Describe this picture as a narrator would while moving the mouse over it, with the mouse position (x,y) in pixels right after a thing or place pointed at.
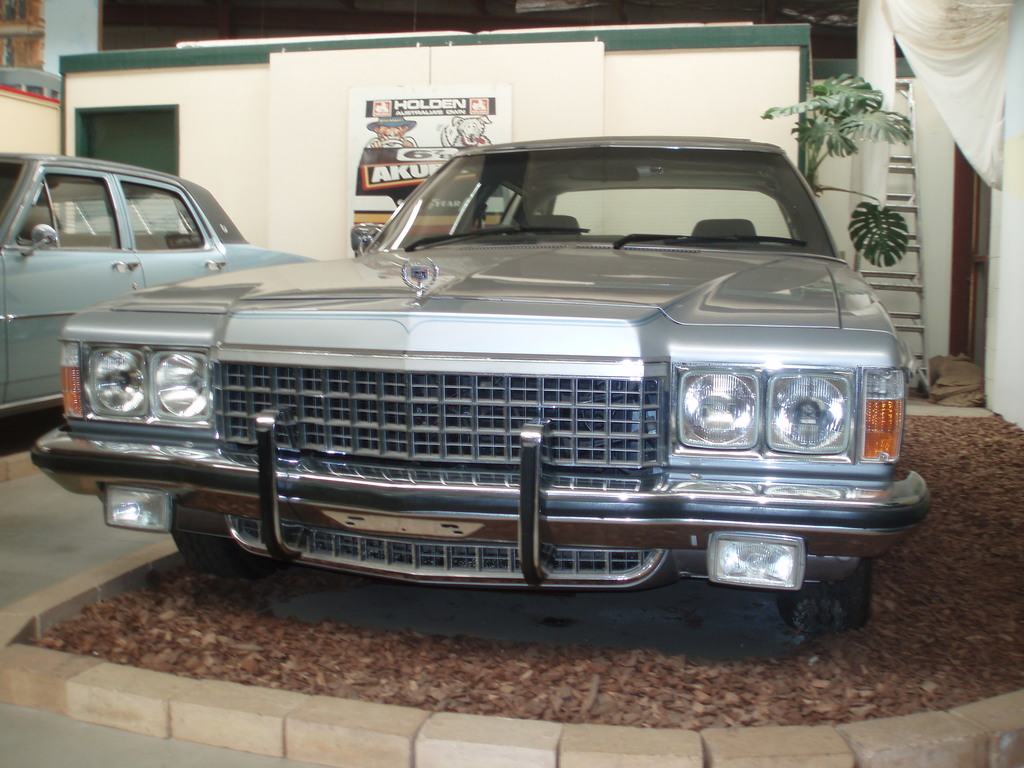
In this image there are two cars (219,294), in the background (859,141) there is a wall (855,170) and a plant (845,141).
